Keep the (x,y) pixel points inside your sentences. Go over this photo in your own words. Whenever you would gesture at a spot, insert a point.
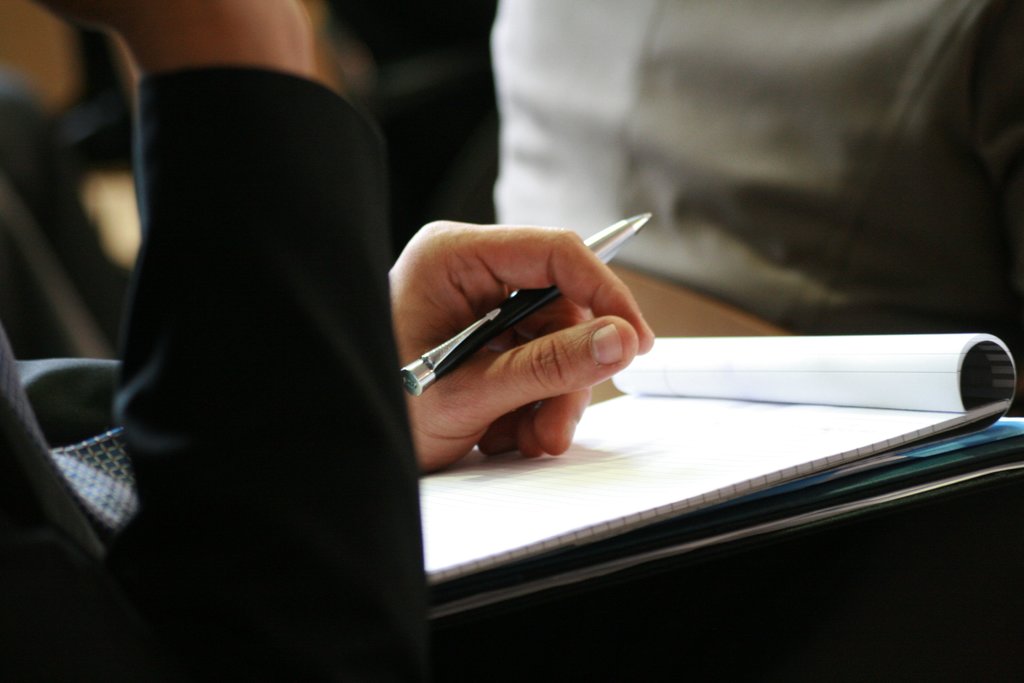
It is a hand (460,390) of a human being (556,345) holding a pen (509,319) this is a book (718,464).
